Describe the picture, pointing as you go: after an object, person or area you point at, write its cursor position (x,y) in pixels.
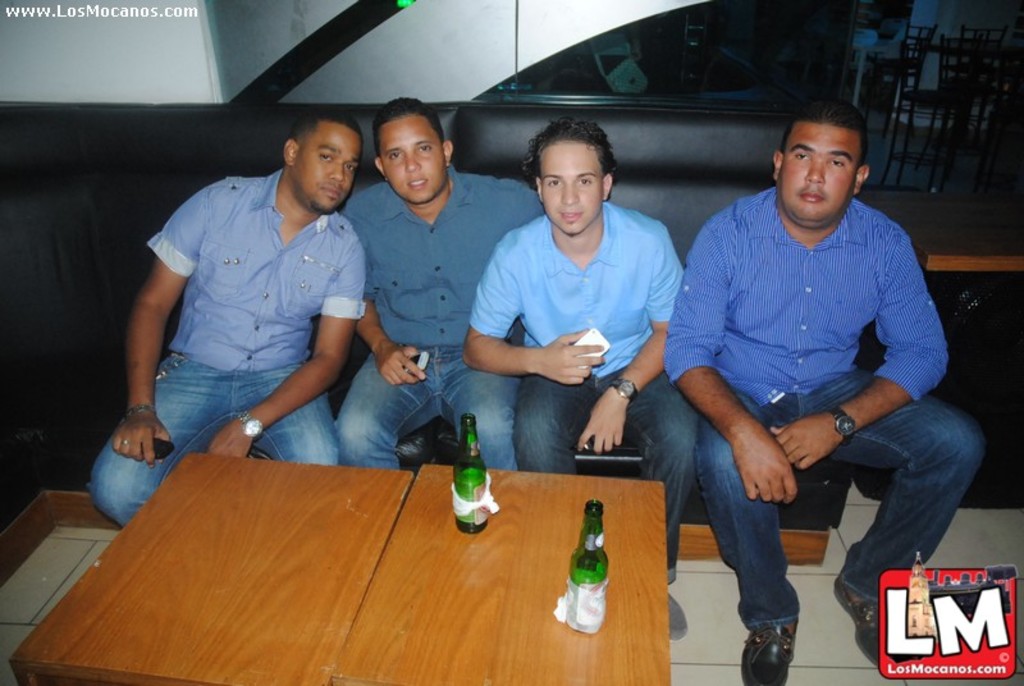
In the image I can see four people (761,452) who are sitting on the sofa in front of the tables (423,556) on which there are two bottles (466,480).
